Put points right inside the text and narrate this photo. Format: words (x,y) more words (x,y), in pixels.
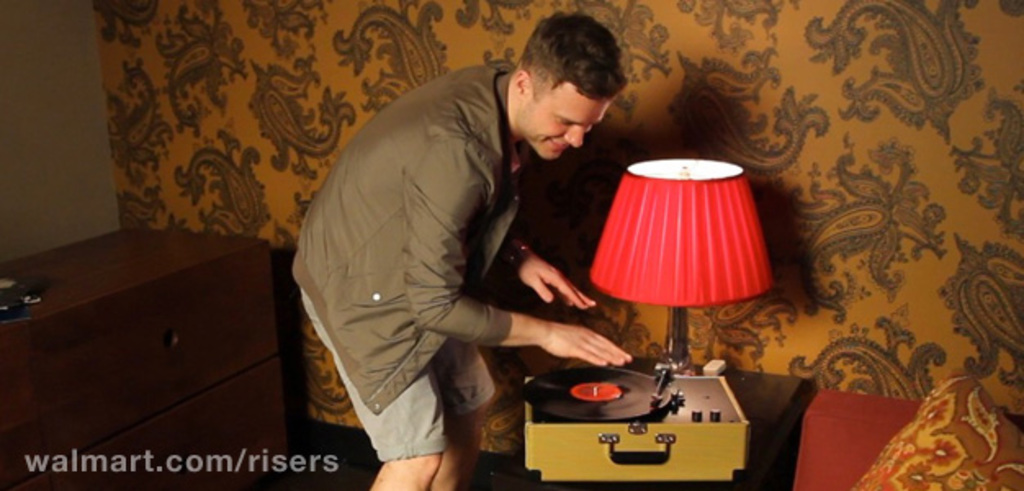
There is man (503,226) standing near to a modern gramophone (663,395). Near to that there is a table lamp (686,276). On the left side (101,329) there is a table (201,338). In the back (180,74) there is a wall (886,190) with wallpaper (884,299).
